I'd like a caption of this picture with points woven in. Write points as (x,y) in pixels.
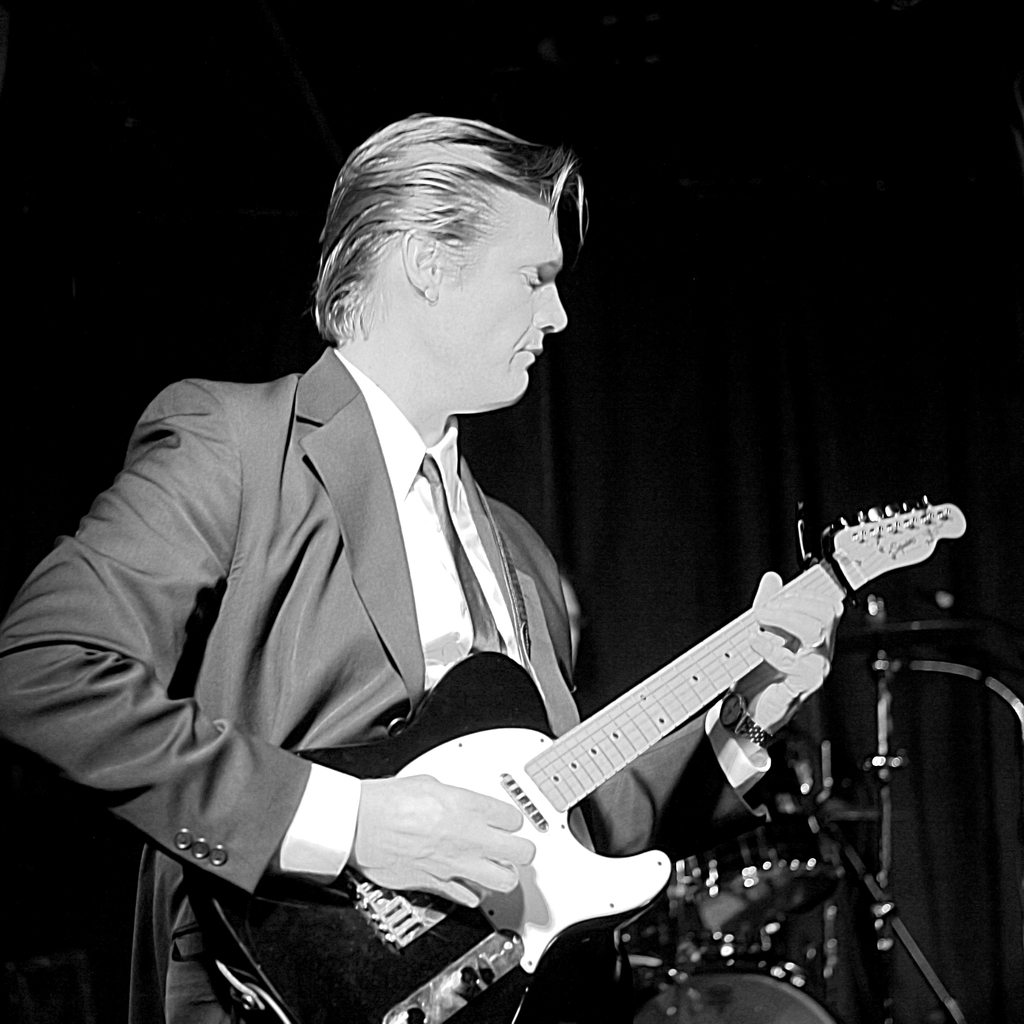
In this image I can see a man (712,748) is holding a guitar (552,903).
